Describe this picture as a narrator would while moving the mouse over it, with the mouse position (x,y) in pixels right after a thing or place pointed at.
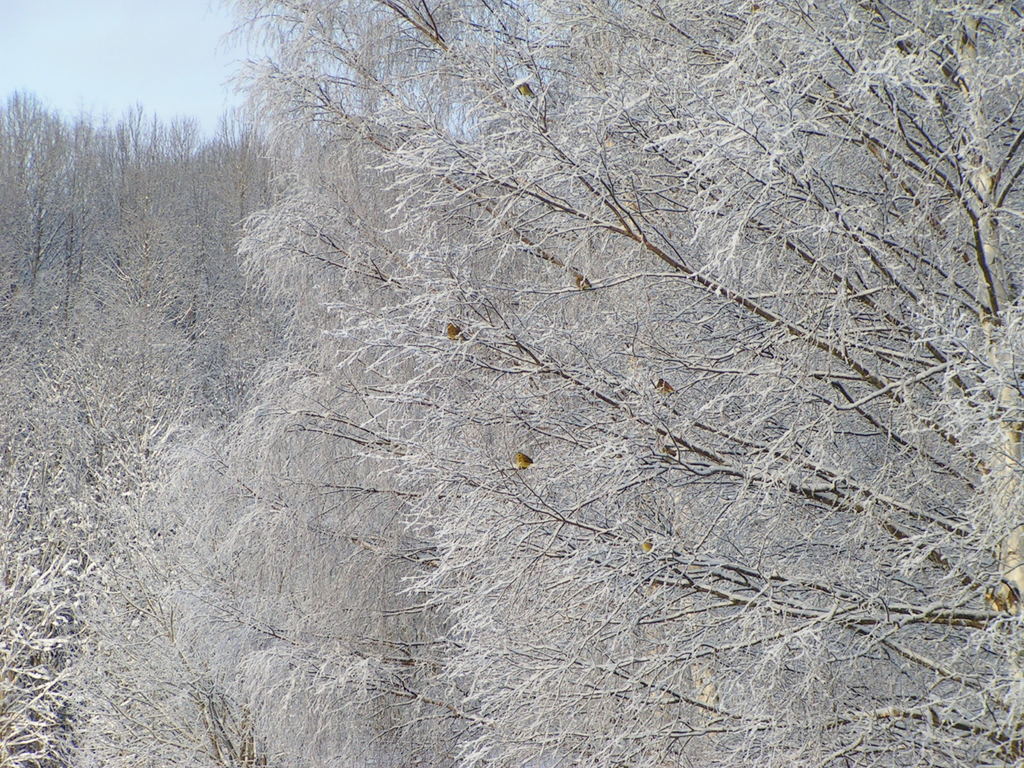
In this image we can see the trees (400,296), on the trees (514,428) it looks like birds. In the background (156,102), we can see the sky (121,71).
